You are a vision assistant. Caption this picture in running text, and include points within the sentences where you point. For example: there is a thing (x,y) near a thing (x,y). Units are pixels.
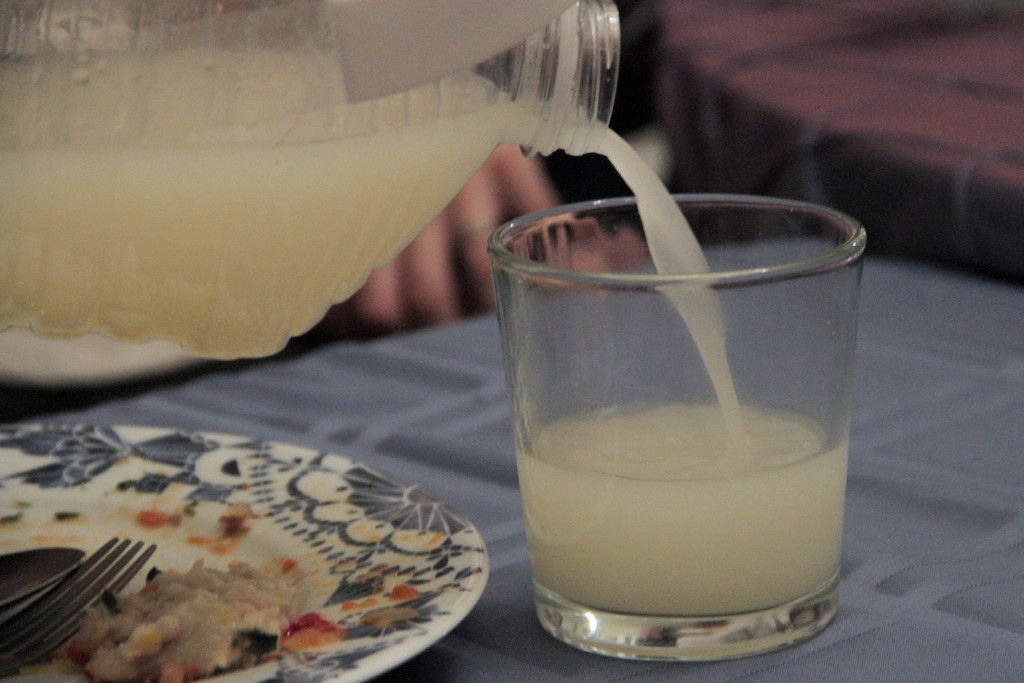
In the foreground of the picture (350,283) we can see glass (554,338), bottle (315,189), drink (661,426), plate (225,613), food (229,613) and a table (383,367). The background (804,65) is blurred.
